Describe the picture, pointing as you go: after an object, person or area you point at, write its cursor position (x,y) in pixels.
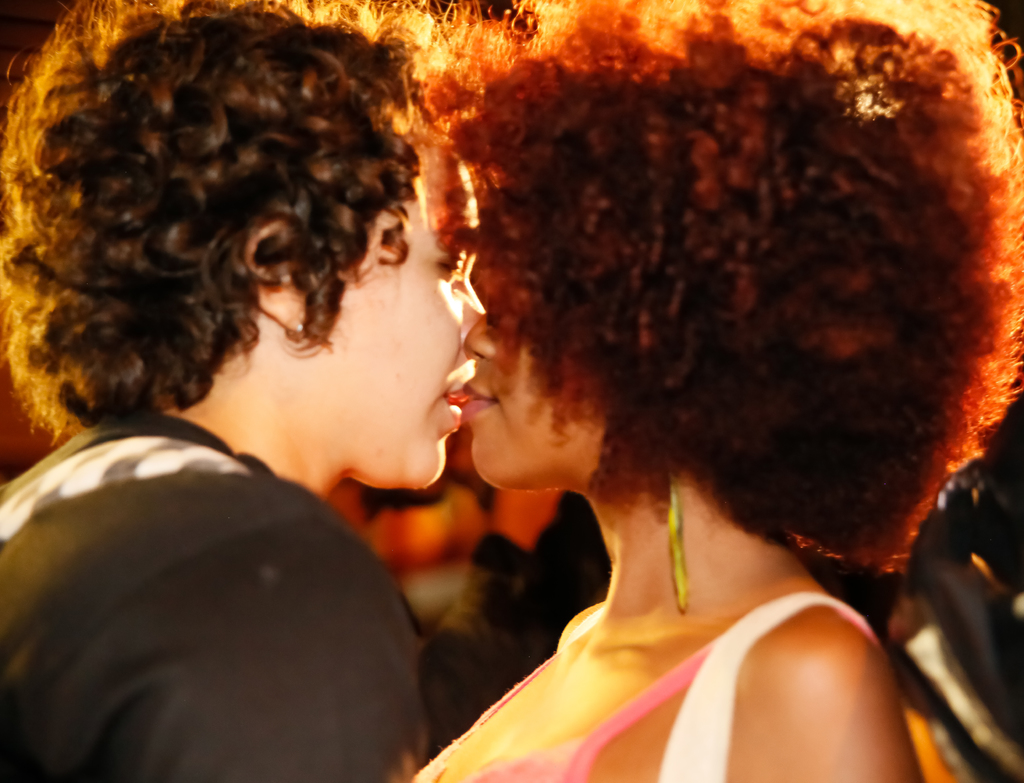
This image consists of two persons (415,486). They are women (543,430).
